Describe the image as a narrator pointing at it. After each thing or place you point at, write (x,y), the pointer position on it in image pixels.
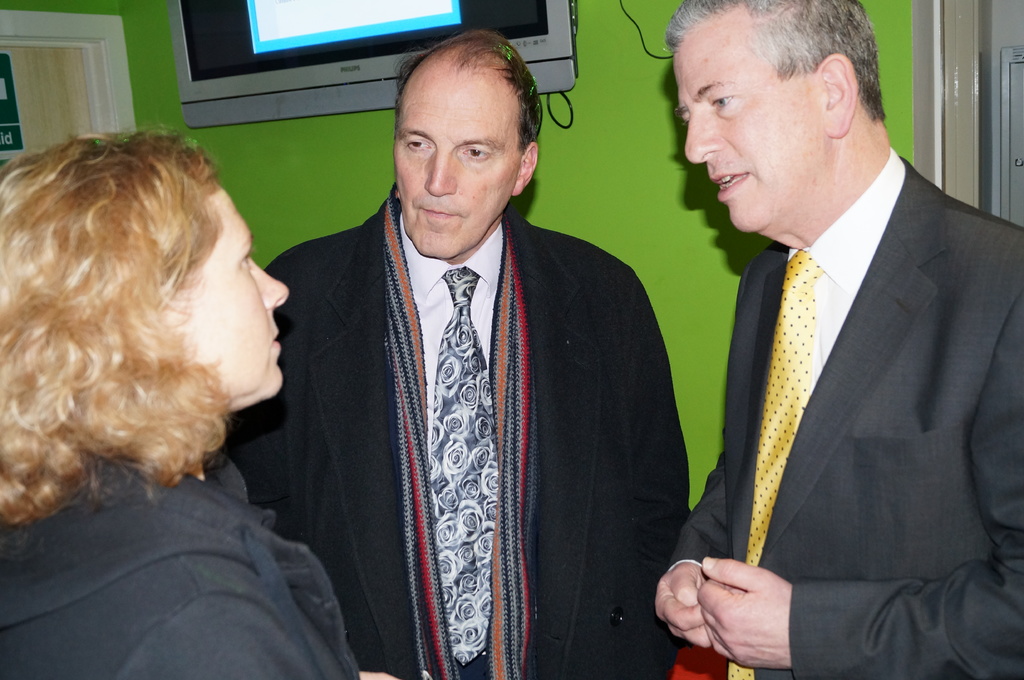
In this image we can see two men (617,487) and a woman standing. On the backside (575,225) we can see a television (370,65), door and a wall (621,137).
